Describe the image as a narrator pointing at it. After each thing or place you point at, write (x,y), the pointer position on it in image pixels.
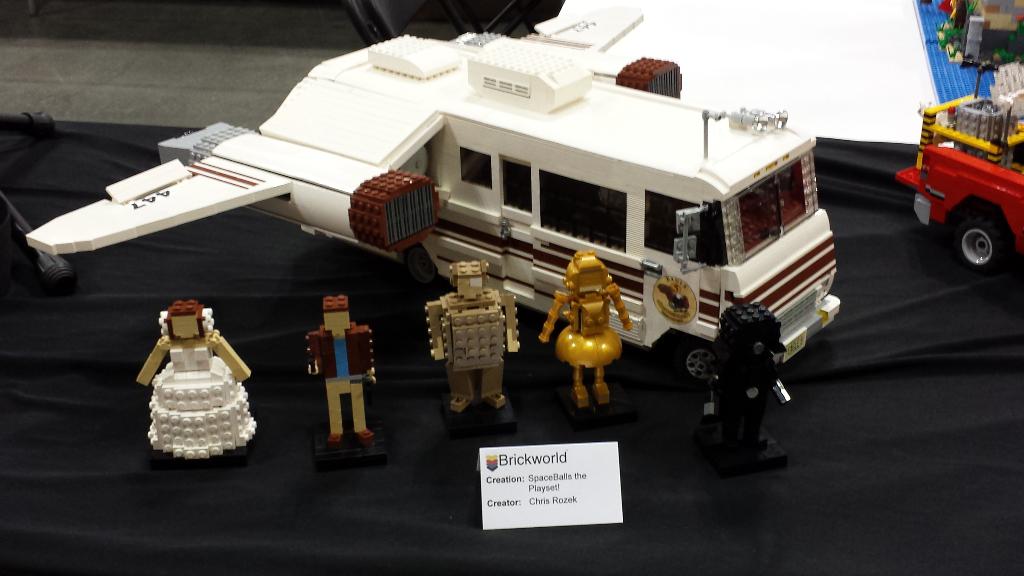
In this picture I can observe some toys (639,141). There are building blocks (316,359) made into the shape of humans (473,346). I can observe white color van (574,212). These toys (519,219) are placed on the black color cloth (232,276). I can observe white color name board (525,486). On the right side (987,248) there is a red color vehicle (953,200).
